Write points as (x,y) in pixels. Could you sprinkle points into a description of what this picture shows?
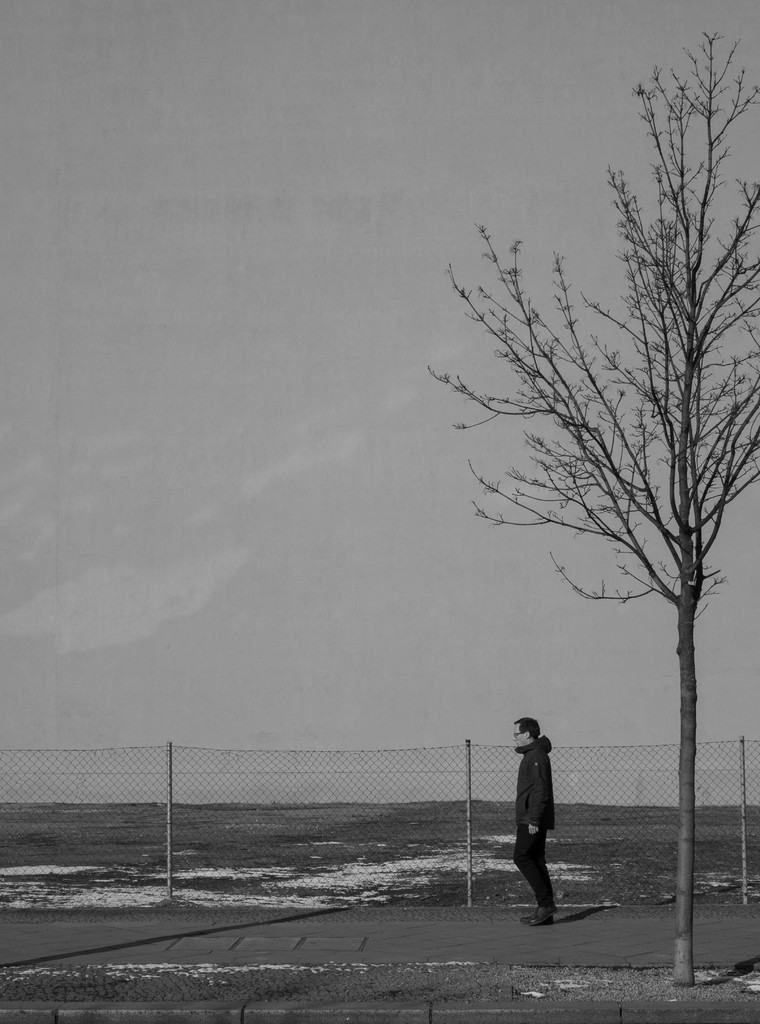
This image consists of a man (544,816) wearing a black jacket (543,801). At the bottom (313,976), there is a pavement (436,957). Behind the man (535,813) we can see a fencing (623,826). On the right (684,444), there is a tree (561,500). In the background (276,437), there are clouds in the sky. At the bottom (131,892), there is a snow (275,885).
